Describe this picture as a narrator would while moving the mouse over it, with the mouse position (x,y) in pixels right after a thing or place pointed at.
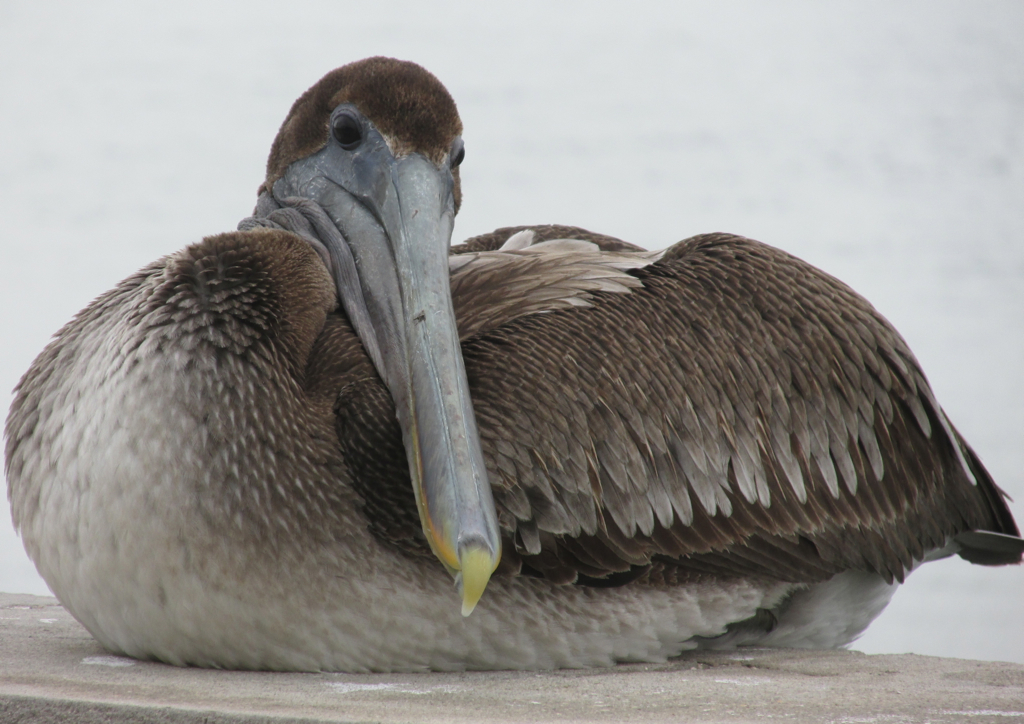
In this image I can see a bird (396,412). I can see colour of this bird (469,390) is brown and white.
